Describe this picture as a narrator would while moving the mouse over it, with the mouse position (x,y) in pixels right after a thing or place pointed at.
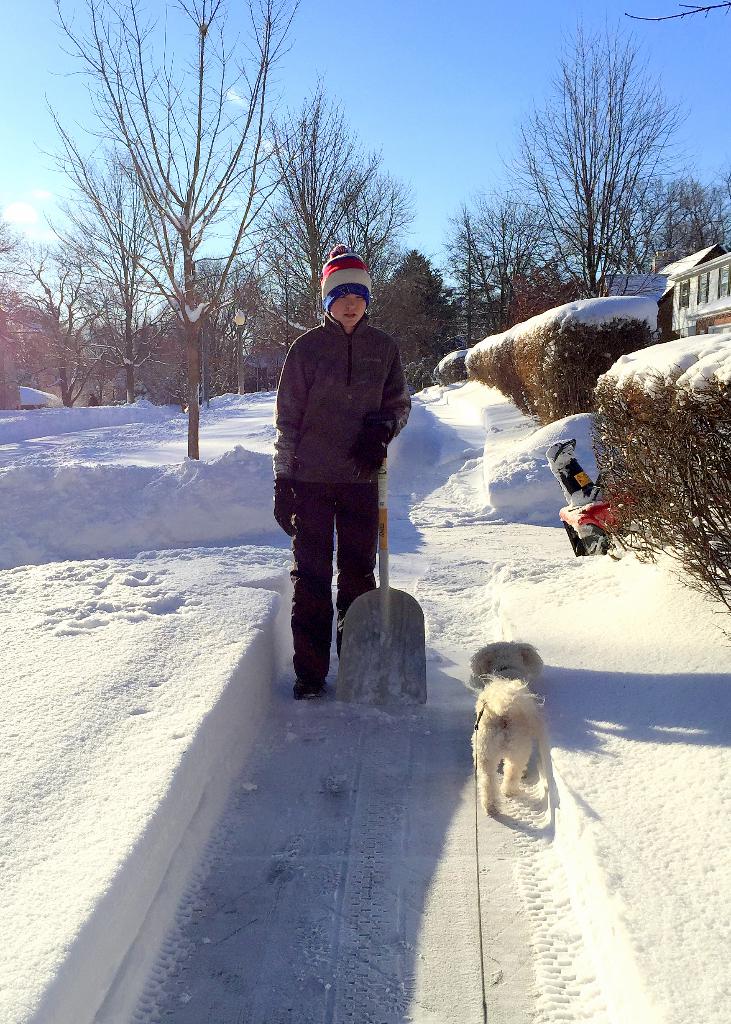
In the image there is boy (330,421) standing in the middle (291,478) with a shovel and dog (525,710) in front of him on the snow land (350,818) and there are plants (698,404) on either side of the path (401,840) with a building (683,327) on the right side (718,279) corner and above its sky (409,54).
